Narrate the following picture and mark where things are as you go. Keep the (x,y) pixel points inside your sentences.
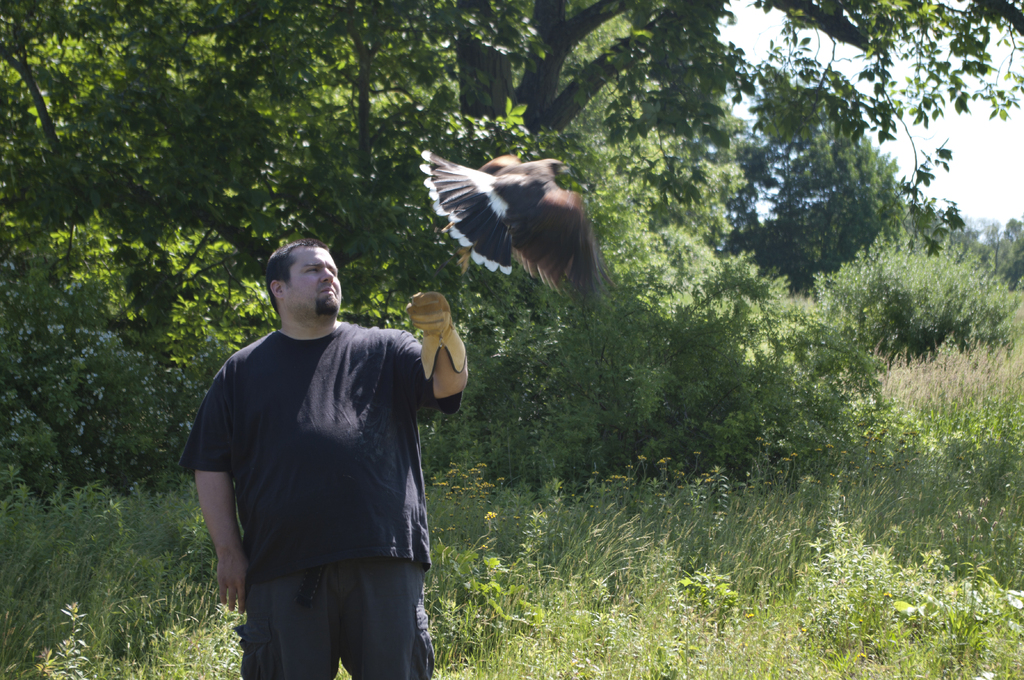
In this picture we can see a man (314,491) with a glove (426,302) and there is an eagle (454,234) flying. Behind the man (295,410), there are trees (219,199) and grass (181,572). In the top right corner of the image (950,139), there is the sky (971,156).
